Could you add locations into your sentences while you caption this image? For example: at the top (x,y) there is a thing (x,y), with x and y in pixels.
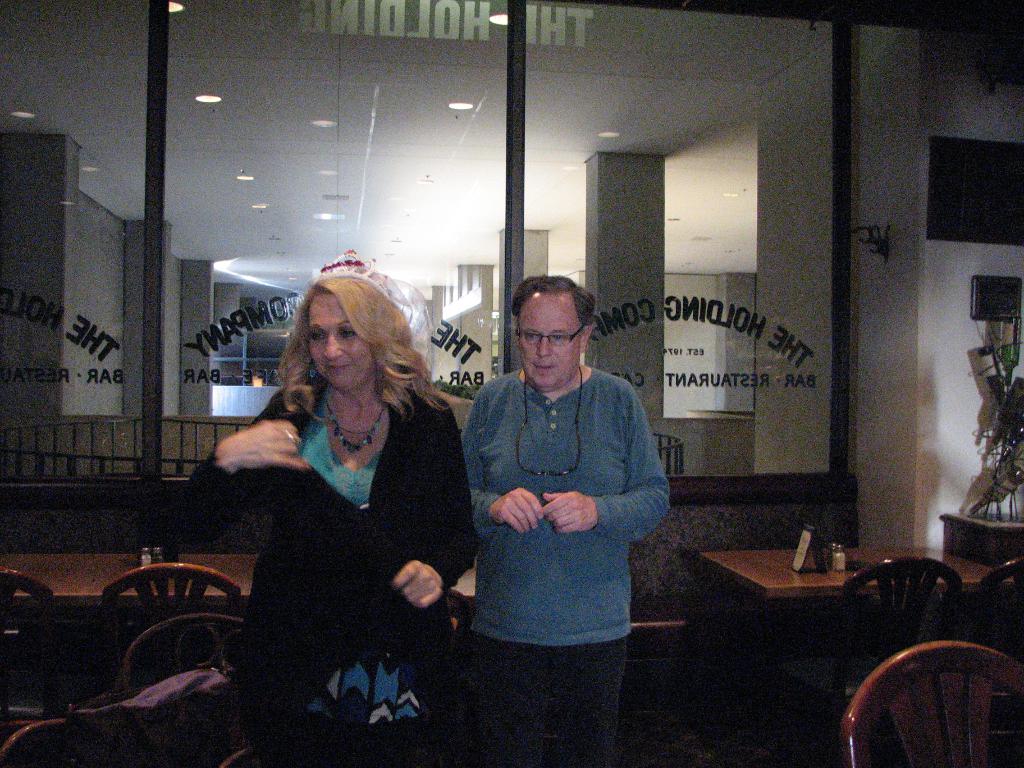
In this image there is a man (547,502) and woman (383,389) standing, in the background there are chairs (906,650) and tables (786,581), on that tables (772,573) there are few objects (815,557) and there is a glass (449,18), on that glass (94,350) there is some text (710,304).
